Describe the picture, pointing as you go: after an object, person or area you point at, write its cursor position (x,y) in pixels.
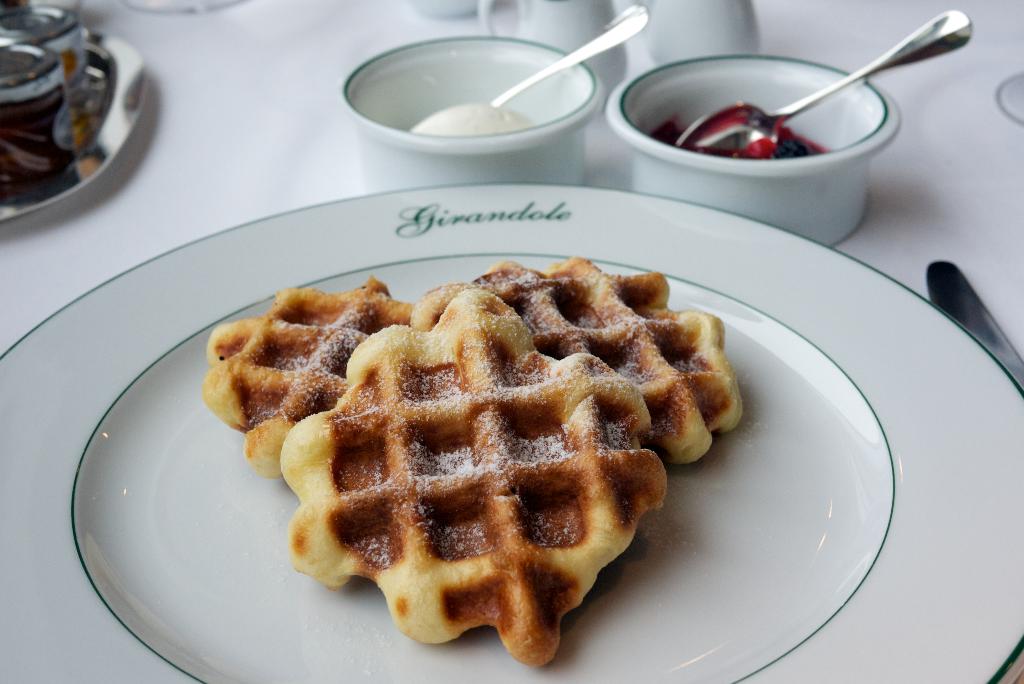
In this image we can see different objects (711,117) are on the table (907,135) and some food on plate (182,406) and cups (484,95).
